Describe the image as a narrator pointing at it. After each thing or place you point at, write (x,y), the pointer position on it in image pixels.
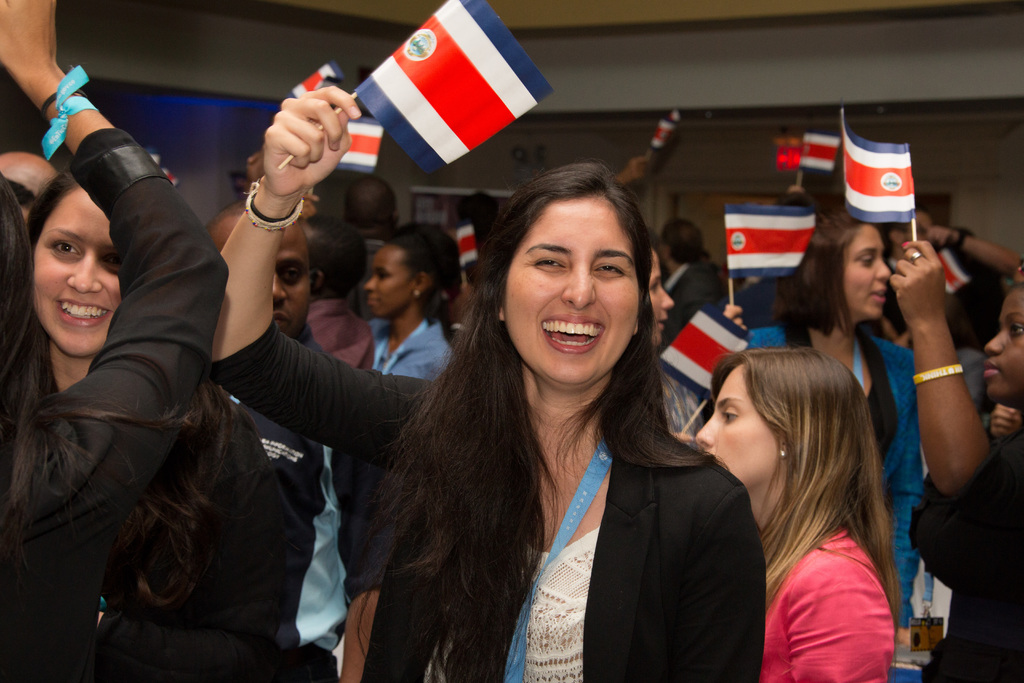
Here we can see group of people (659,398). They are smiling and they are holding flags (871,172) with their hands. In the background (217,122) we can see wall (211,166).
